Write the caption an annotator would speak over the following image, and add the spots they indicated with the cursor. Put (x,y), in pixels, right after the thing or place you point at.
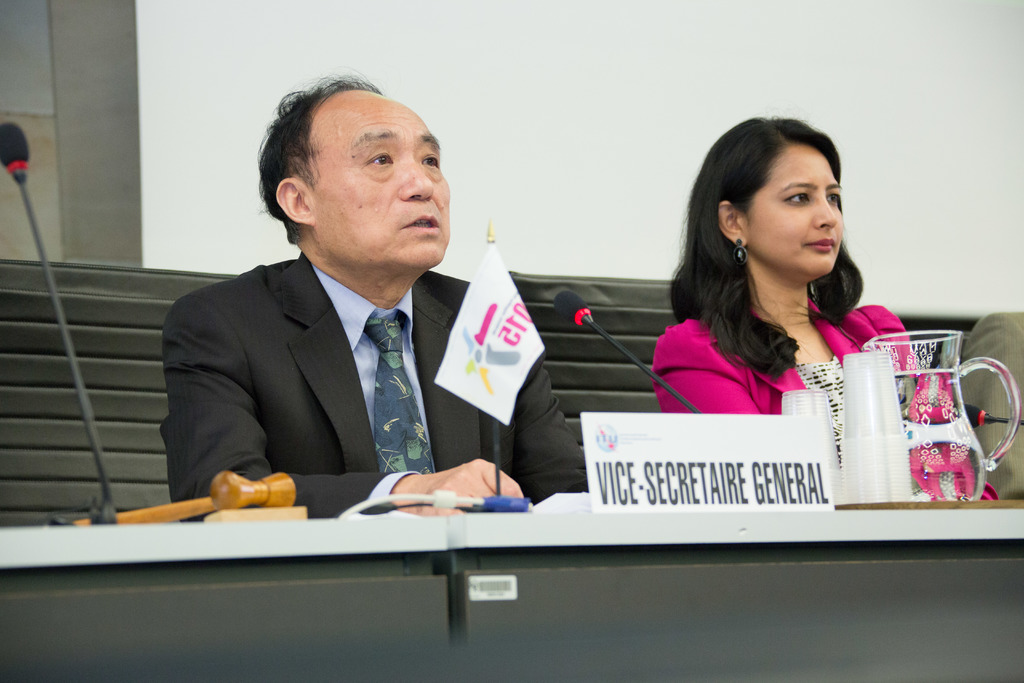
In this picture I can see a man (343,281) and a woman (796,328) are sitting in front of a table (534,518). The man (421,365) is wearing shirt (361,316), tie (382,363) and a coat (328,331). On the table (494,522) I can see microphone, wooden object (245,491), a board (691,450) which has something written on it, glasses (861,438) and some other objects (490,399). In the background (408,89) I can see white color wall (574,93). The woman (716,392) is wearing pink color dress (721,404).
